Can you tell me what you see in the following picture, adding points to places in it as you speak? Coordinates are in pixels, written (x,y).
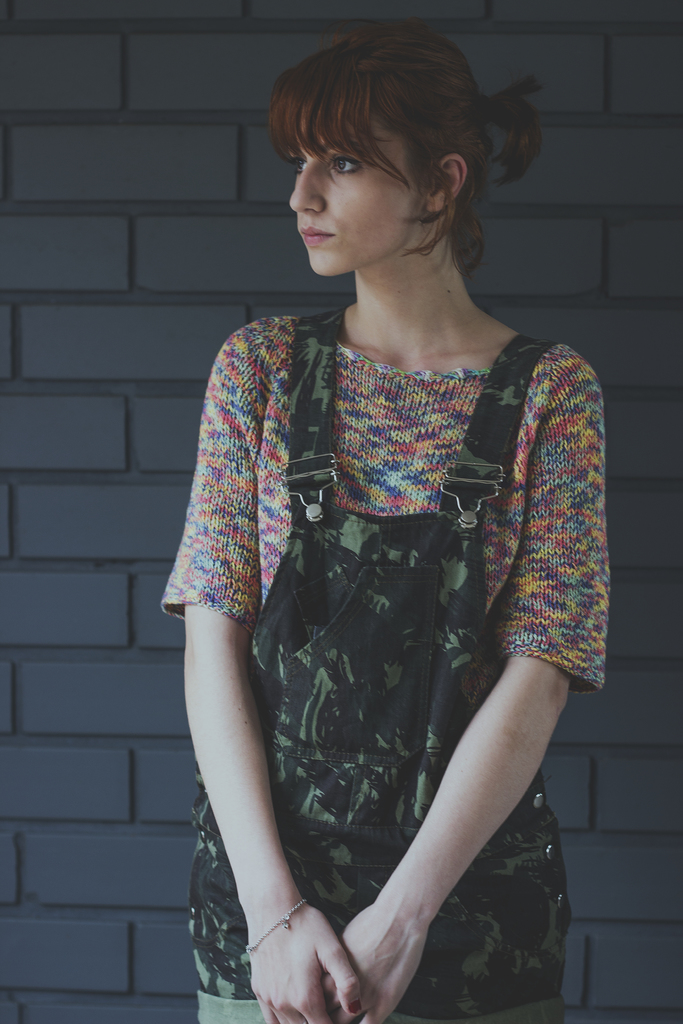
In this image there is a gray color wall (644,319). There is a woman (480,343) standing.
